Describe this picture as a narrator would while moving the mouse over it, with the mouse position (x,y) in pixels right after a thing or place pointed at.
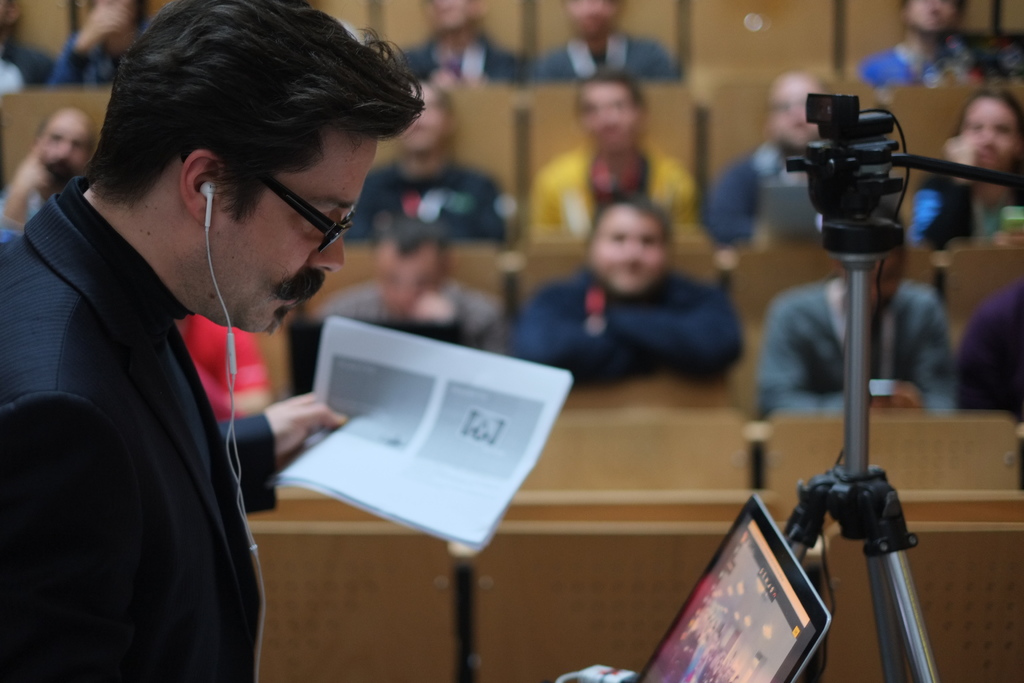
In this image we can see a person (215,239) wearing specs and headset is holding papers (370,411). In front of him there is a laptop (775,628). And there is a stand (825,501). In the back (497,181) there are many people (479,199) sitting on chairs (699,417).
